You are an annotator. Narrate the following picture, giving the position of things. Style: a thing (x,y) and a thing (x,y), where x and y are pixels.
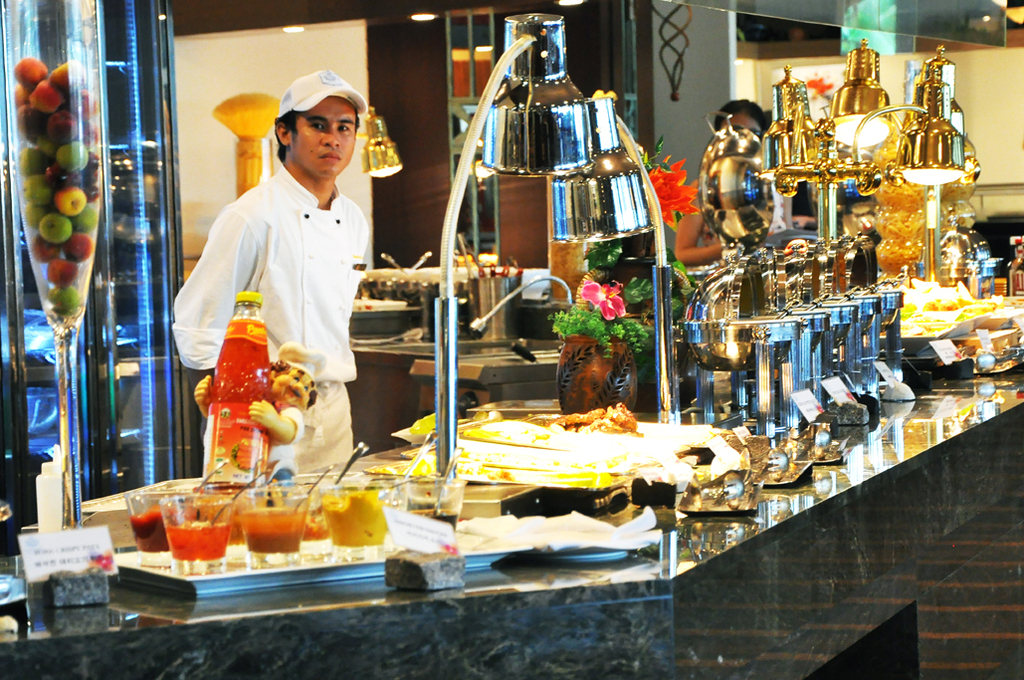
There are two persons (313,243) standing. One person (319,225) is wearing a cap (315,83). In front of them there is a platform (576,572). On that there are trays (261,580), pot (558,378) with plant (586,329), bottle (265,390), toy (286,377), lights (818,164), glasses (296,509) with spoons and drinks (264,523). Also there are many other items (743,254). In the back (500,43) there is a wall (386,47).
